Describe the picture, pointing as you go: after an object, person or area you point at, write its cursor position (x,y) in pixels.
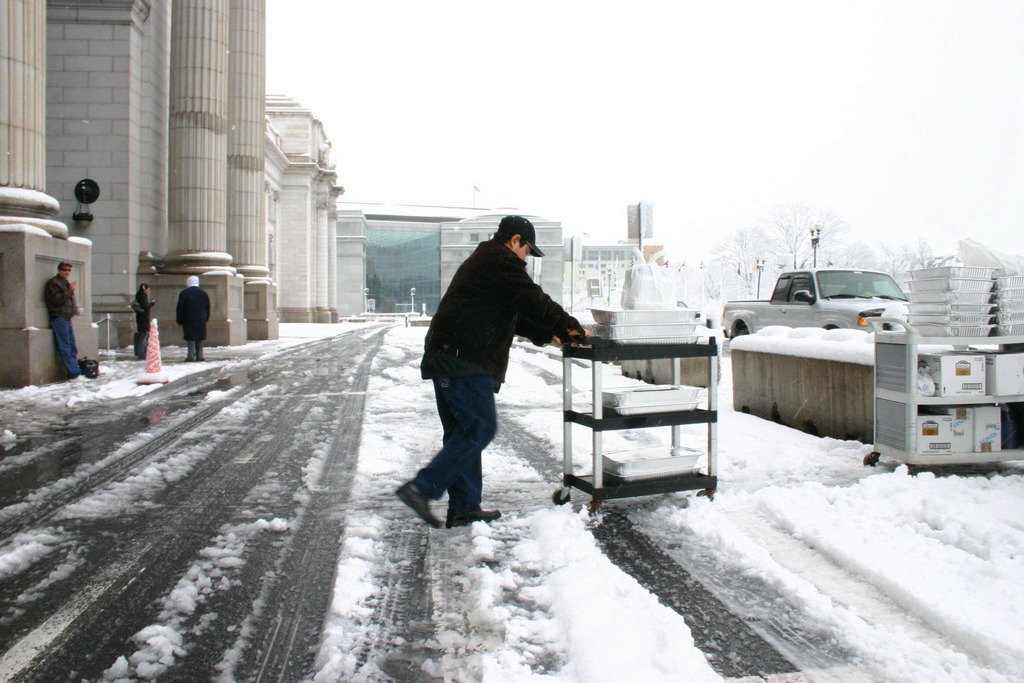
In the image there is a person (498,338) moving trolley (570,447) on the snow floor (383,420) with buildings (265,230) on the left side (212,171) and a truck (795,309) moving on the right side (768,309).
